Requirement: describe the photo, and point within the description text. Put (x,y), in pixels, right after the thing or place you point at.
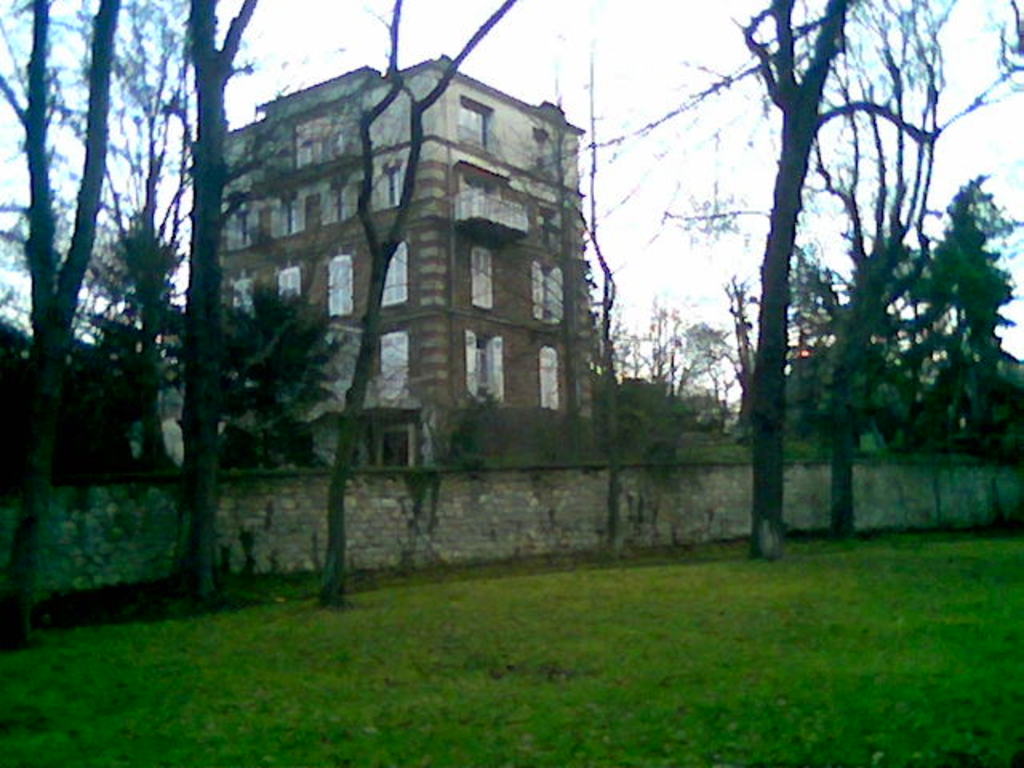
In this image I can see a building (531,311), windows (537,284), trees (52,380), fencing wall (491,514) and green grass (670,706). The sky (671,188) is in white color.
